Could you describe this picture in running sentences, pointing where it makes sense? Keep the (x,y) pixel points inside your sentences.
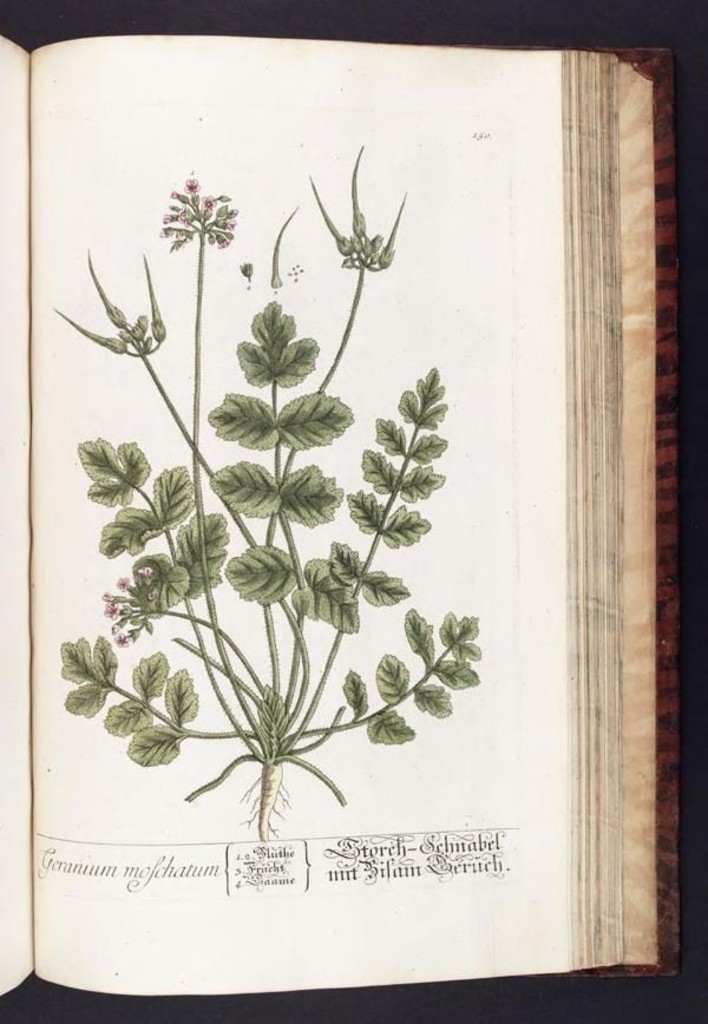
In this image, we can see an opened book (294,652). Here we can see a plants (289,726) with leaves (389,685), stems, flowers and roots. At the bottom of the image (260,869), we can see some text (337,868).
